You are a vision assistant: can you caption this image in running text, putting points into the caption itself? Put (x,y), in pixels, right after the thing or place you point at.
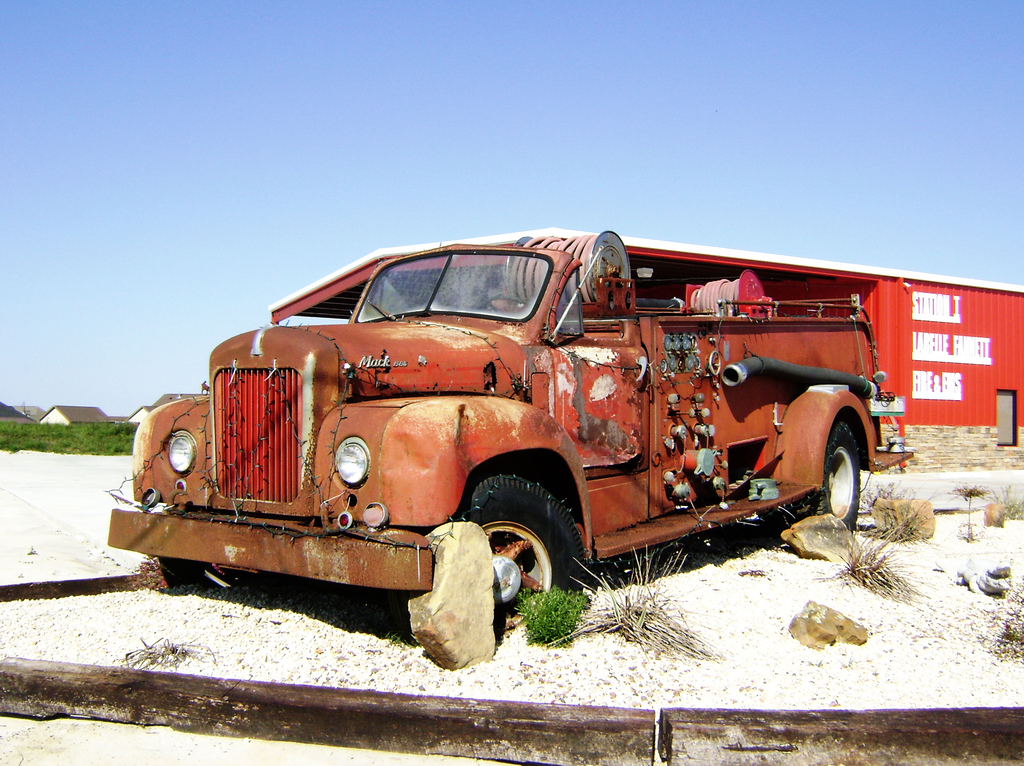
In this picture I can see a fire engine (653,475) in the middle (539,484), in the background (965,279) there is a shed (942,347), on the left side (76,434) there are trees (105,443) and buildings (58,421). At the top (540,102) I can see the sky (566,80).
